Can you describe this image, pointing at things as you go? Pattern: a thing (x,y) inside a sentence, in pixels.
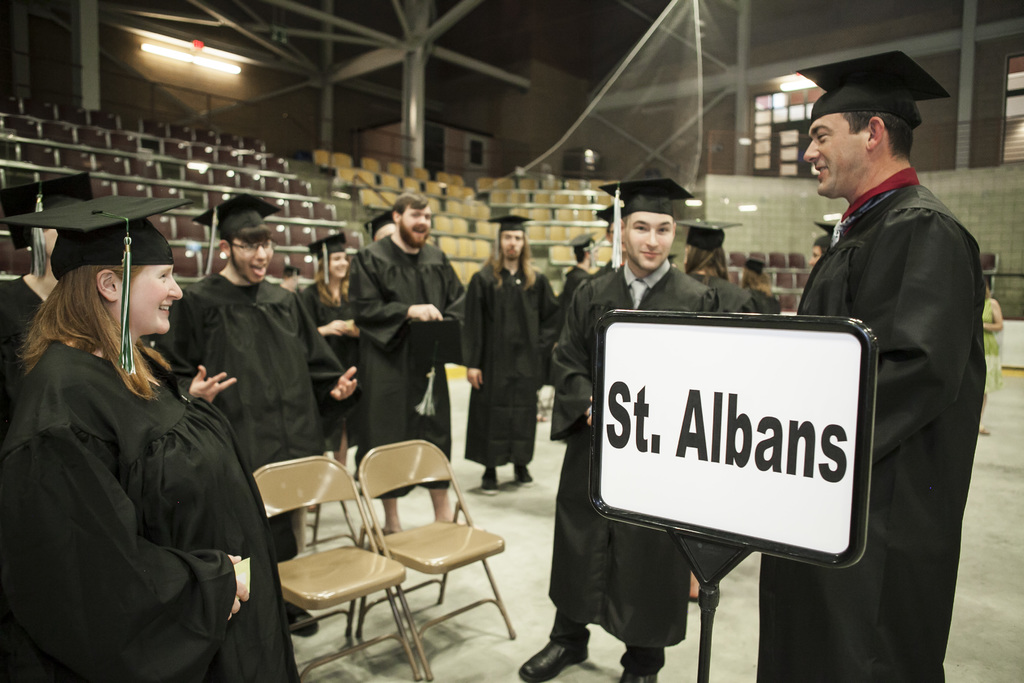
This is an inside view. Here I can see few people (504,317) are wearing black color coats (210,407), caps (131,236) on the heads (390,227), standing on the floor (525,642) and everyone is smiling. On the right side (722,554), I can see a board (678,440) on which I can see some text (647,440). There are two empty chairs (394,552) on the floor (477,626). In the background (336,181), I can see few stairs (324,188) and many empty chairs (338,178). At the top of the image (258,43) there are few metal rods (412,93) and I can see a light (200,62) which is attached to the wall (256,91).
